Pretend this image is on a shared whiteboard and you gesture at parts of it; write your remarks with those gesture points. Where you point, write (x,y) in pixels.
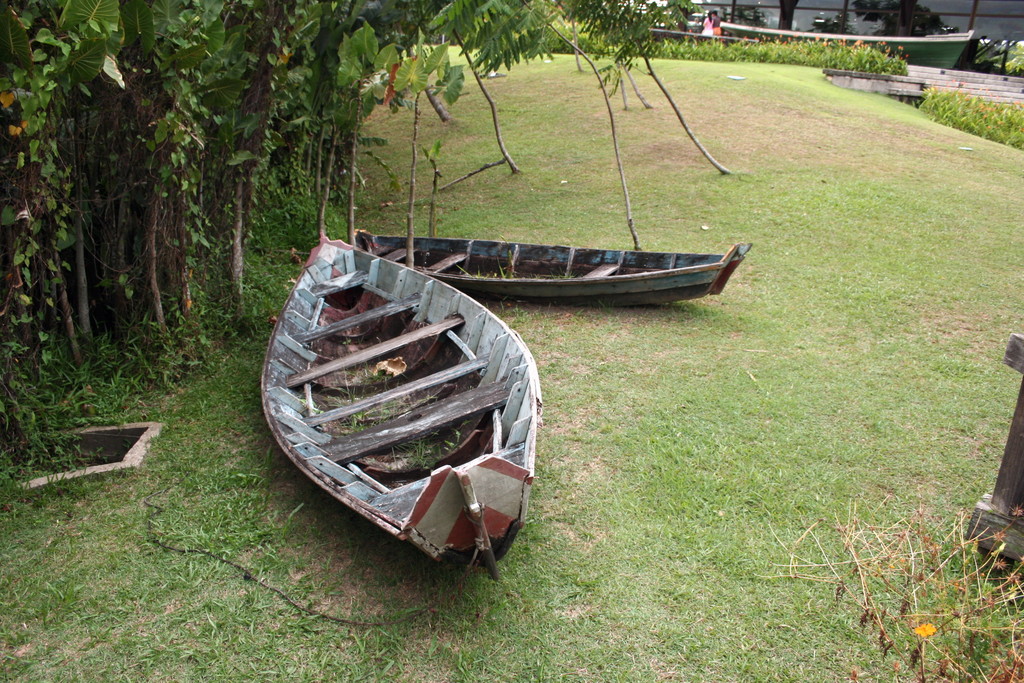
In this picture we can see few boats (489,376) on the grass (653,389), beside to the boats (377,399) we can find trees (185,98), in the background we can see few people (709,15).
